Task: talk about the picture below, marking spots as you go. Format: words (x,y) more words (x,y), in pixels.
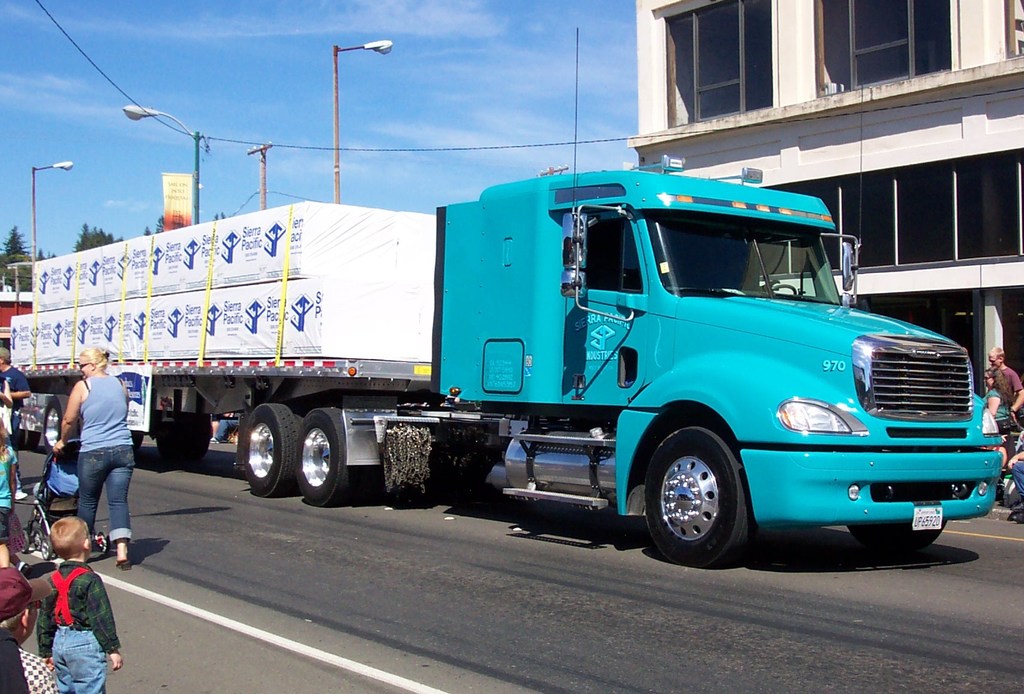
In this picture there is a truck (497,355) which is parked on the road (566,539). On the left (93,453) there is a woman (93,473) who is holding a baby trolley (72,462). In the bottom left corner (68,558) there is a boy (91,638) and a person (2,630). Both of them were standing near to the road (419,661). In the background (1006,290) I can see the street light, poles (266,198), banners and buildings (848,145). At the top (475,35) I can see the sky (434,52) and clouds (440,19). On the right (1003,375) there are some people (1003,390) were standing in front of the door (1018,361).
